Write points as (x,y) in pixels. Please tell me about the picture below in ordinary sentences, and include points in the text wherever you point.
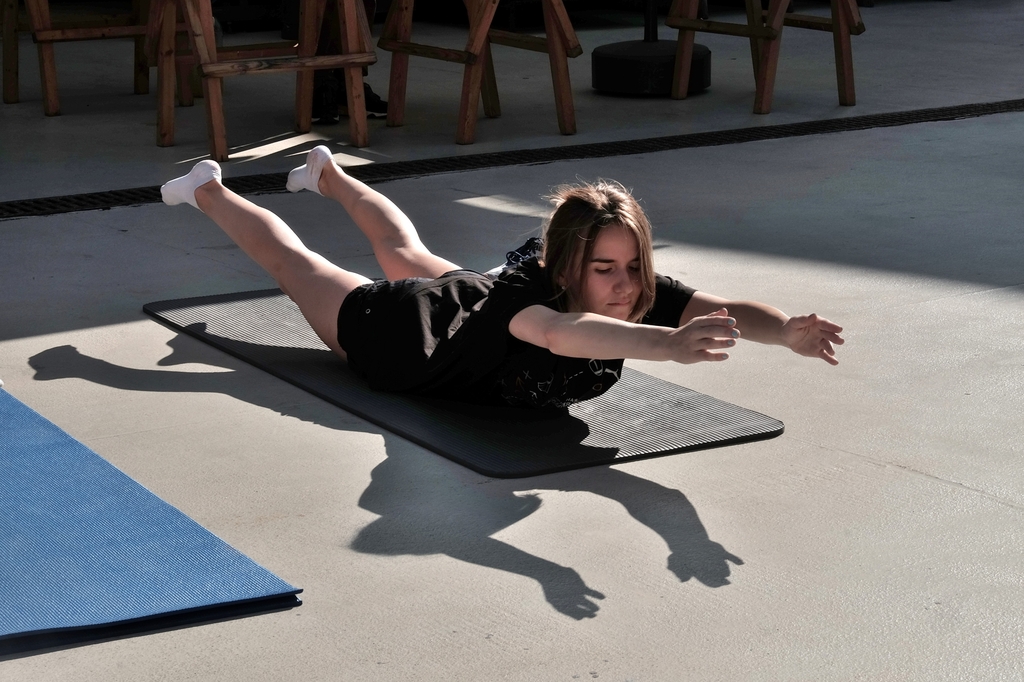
A lady (427,281) wearing a black dress (481,345) is lying on a black mat (270,352). Next to her a blue mat (111,515) is there. Behind her there are some chairs (778,47).
